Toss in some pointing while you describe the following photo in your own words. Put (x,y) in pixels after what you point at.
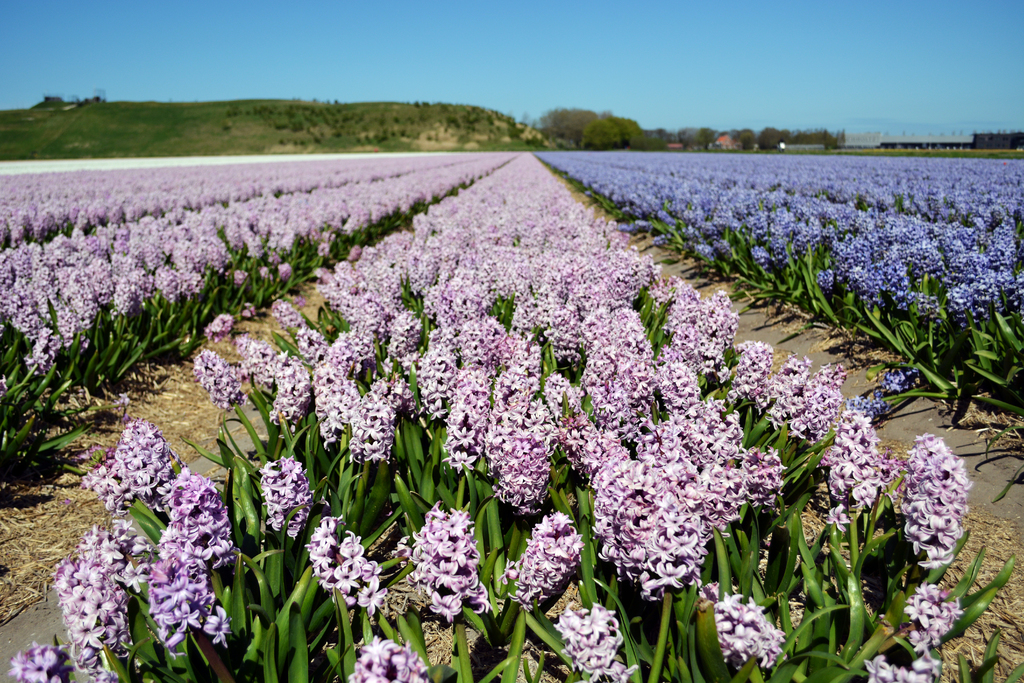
In this image we can see a purple color flower plants farm (609,238) and other objects (992,463). In the background of the image (449,103) there are trees (559,114), a mountain (340,130) and other objects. At the top of the image (199,49) there is the sky (651,74).
